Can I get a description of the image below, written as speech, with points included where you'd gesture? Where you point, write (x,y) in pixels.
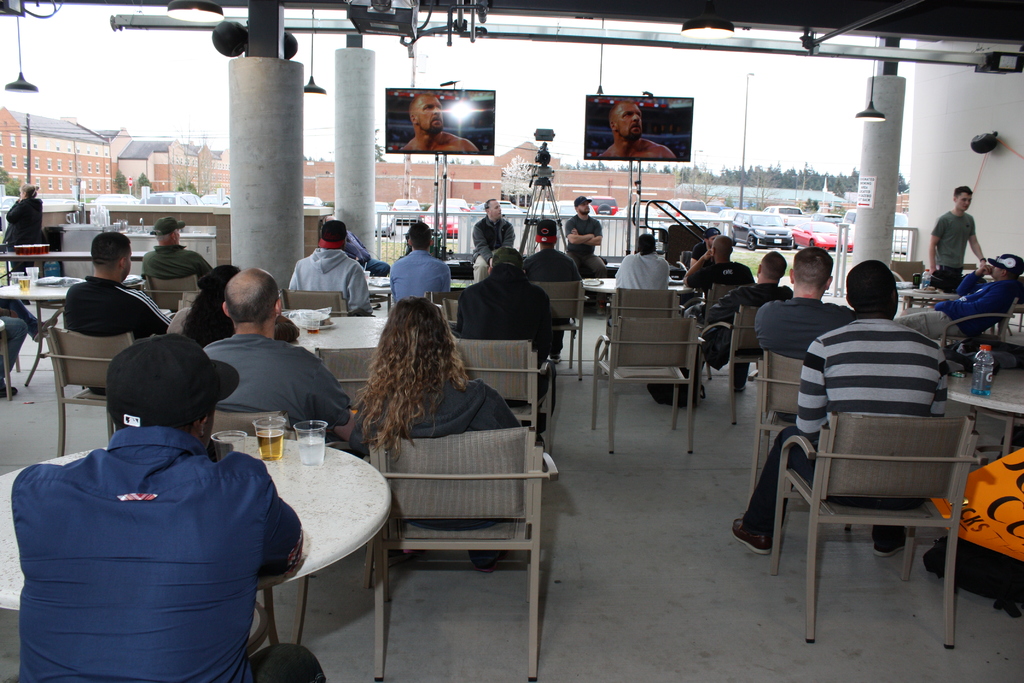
On the background (827,130) we can see sky (824,98), buildings (99,155) and trees (789,181) and few vehicles (784,235) parked over there. Here we can see all the persons (129,305) sitting on chairs (83,343) in front of a table (993,394) on the table (290,468) we can see bottle (985,358) and drinking glasses (283,433) with a drink (302,462). We can see two men (574,220) sitting here. These are two televisions (604,133). This is a pillar (883,127), lights (863,118).
